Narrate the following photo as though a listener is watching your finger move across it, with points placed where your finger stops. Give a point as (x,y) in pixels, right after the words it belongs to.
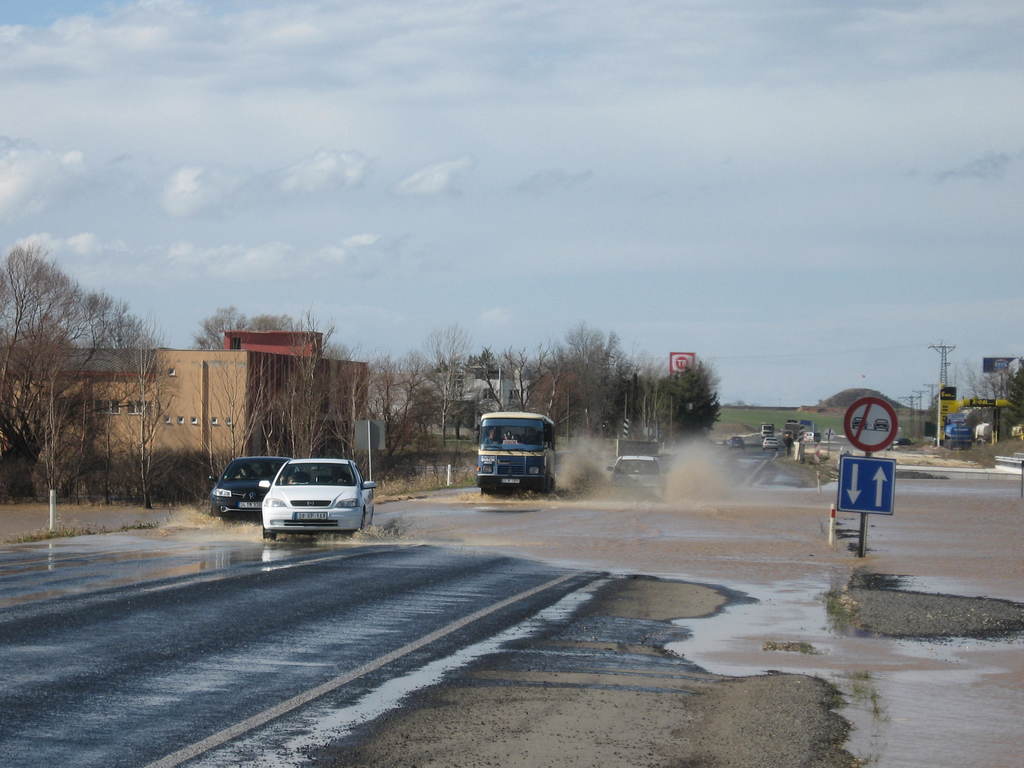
At the bottom of the image (416,577) on the road (456,569) there is water (491,526) and also there are vehicles (959,427). And there are poles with sign boards (883,498). In the background (515,410) there are trees (508,404), buildings (507,369) and towers (910,410) with wires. At the top of the image (403,224) there is sky (629,213) with clouds (382,63).
